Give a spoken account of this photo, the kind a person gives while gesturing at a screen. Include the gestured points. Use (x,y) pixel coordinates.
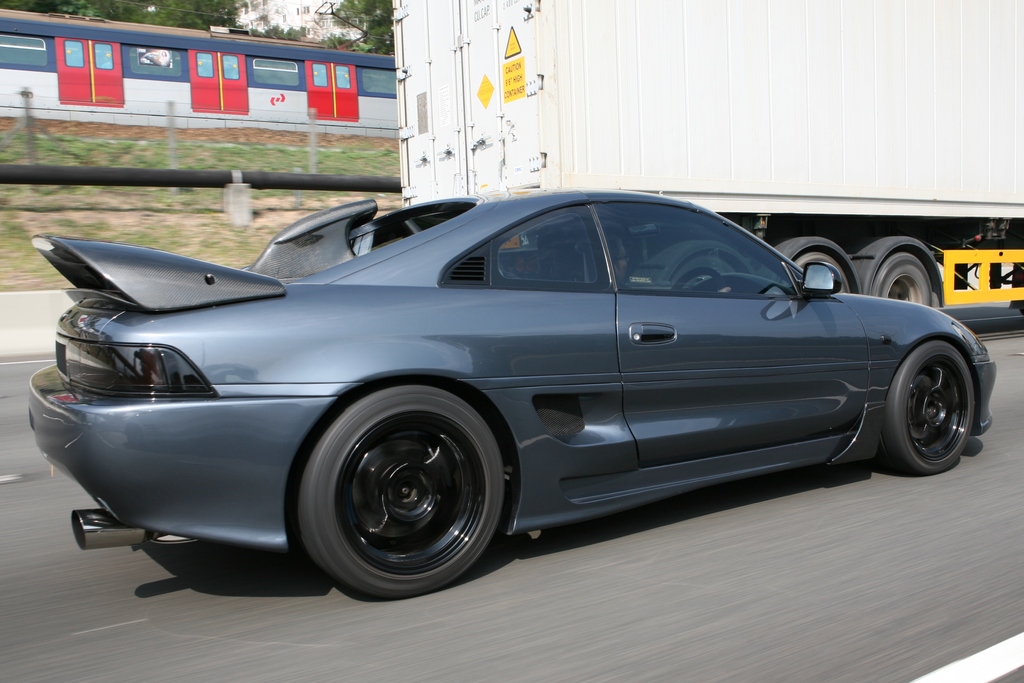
In this image we can see a car (731,322) and a truck (814,202) on the road (716,511). On the backside (263,242) we can see a fence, pole (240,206), grass (309,201), a train (267,104) on the track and some trees (146,2).
